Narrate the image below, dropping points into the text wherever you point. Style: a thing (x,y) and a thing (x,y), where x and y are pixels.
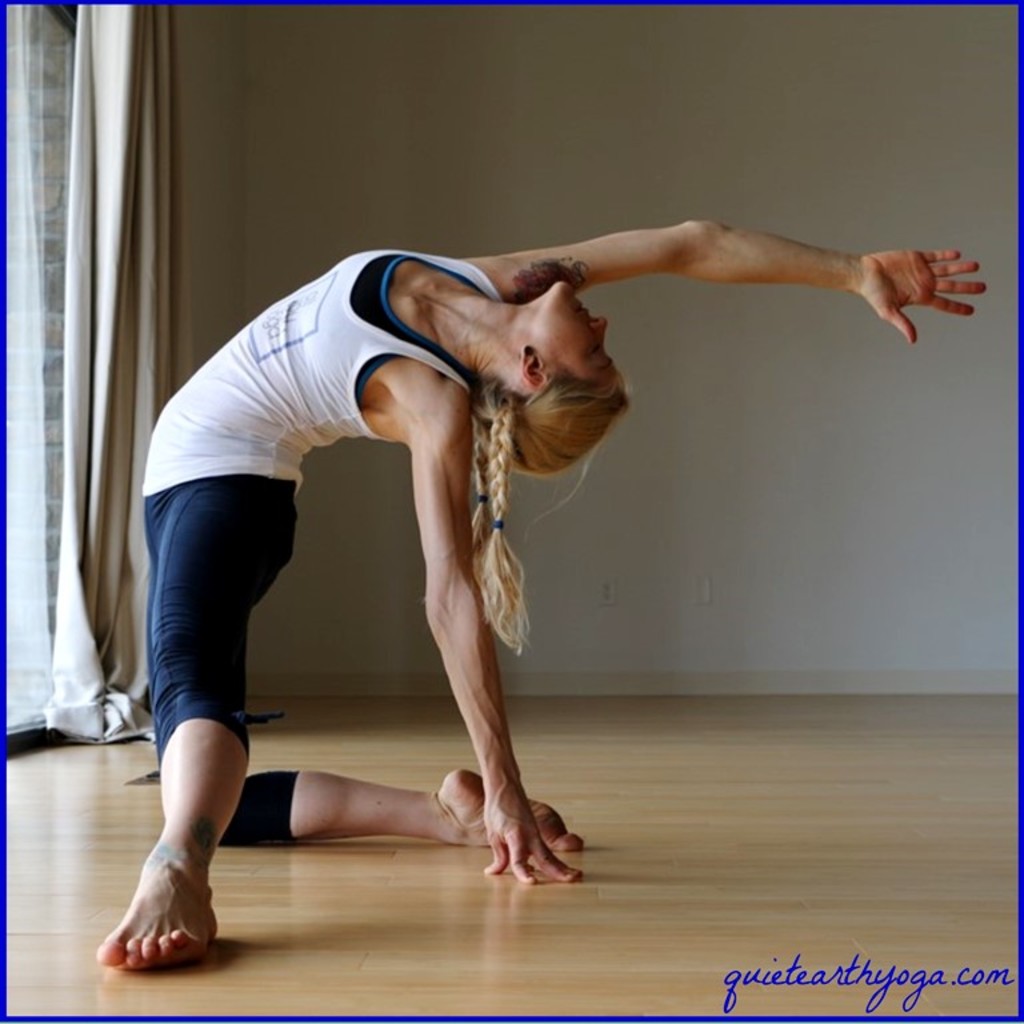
In this image I can see a woman (734,270) visible on the floor (854,696), at the top (685,147) I can see the wall (500,147) and on the left side (174,229) I can see a white color curtain (132,334).
